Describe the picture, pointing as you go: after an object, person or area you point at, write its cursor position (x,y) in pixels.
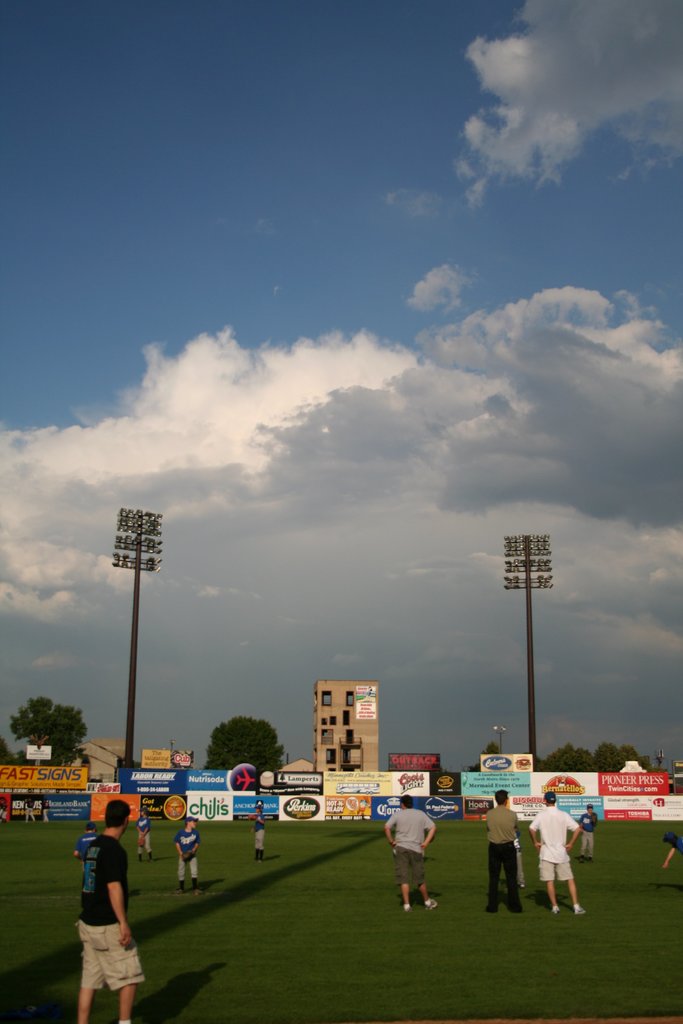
In this picture I can see a group of people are standing on the ground (327,869). In the background (365,721) I can see building (355,743), trees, lights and sky (258,496). I can also see boards (636,800).
